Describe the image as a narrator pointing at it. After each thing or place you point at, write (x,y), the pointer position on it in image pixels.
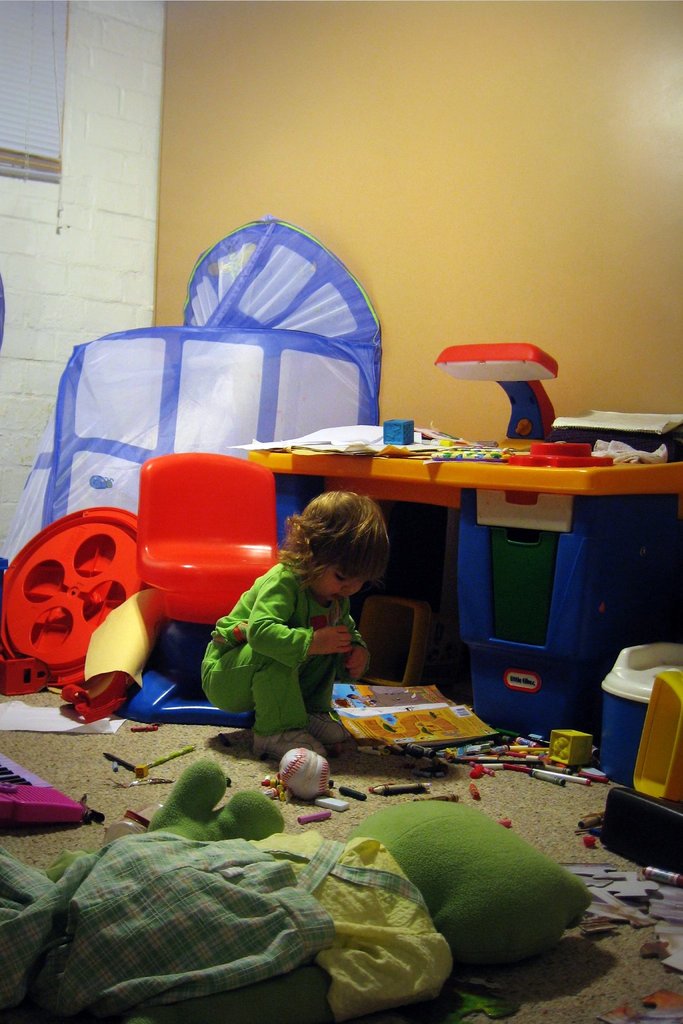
There is a baby (348,527) in green color dress (272,641) squatting on the floor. On which, there are dolls (446,837), sketches (509,769), toys (671,719) and other objects (637,766) on the table (569,544). On which, there are some objects (483,443). In the background (58,344), there is white wall (73,258).
